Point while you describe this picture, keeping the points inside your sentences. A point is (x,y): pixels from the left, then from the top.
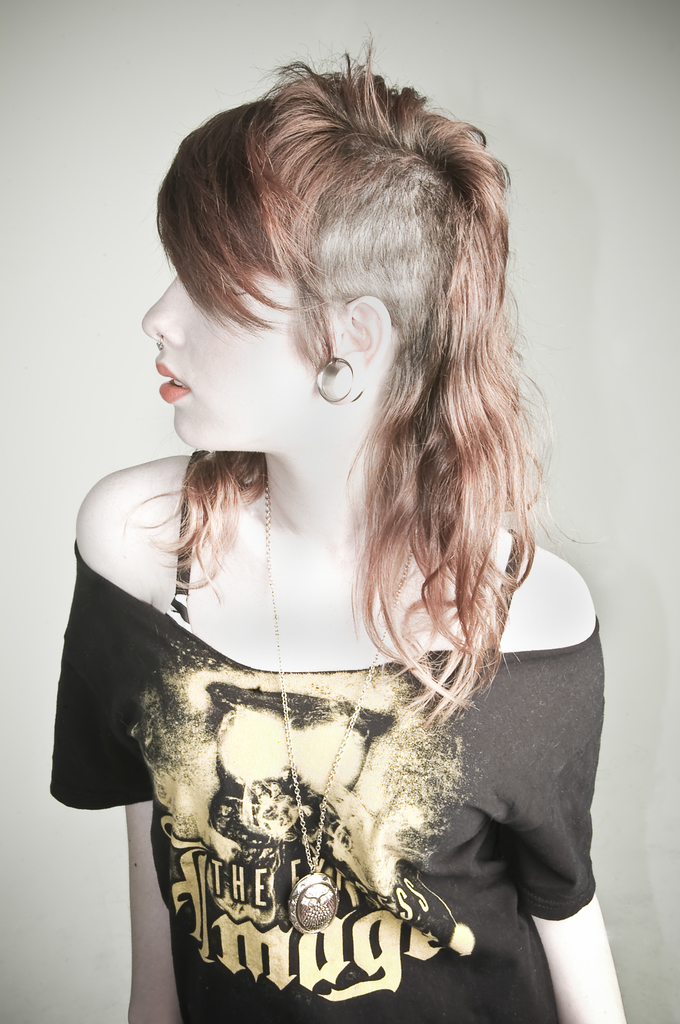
A beautiful woman (338,755) is there, she wore black color t-shirt (463,885) and also a chain (273,594).
